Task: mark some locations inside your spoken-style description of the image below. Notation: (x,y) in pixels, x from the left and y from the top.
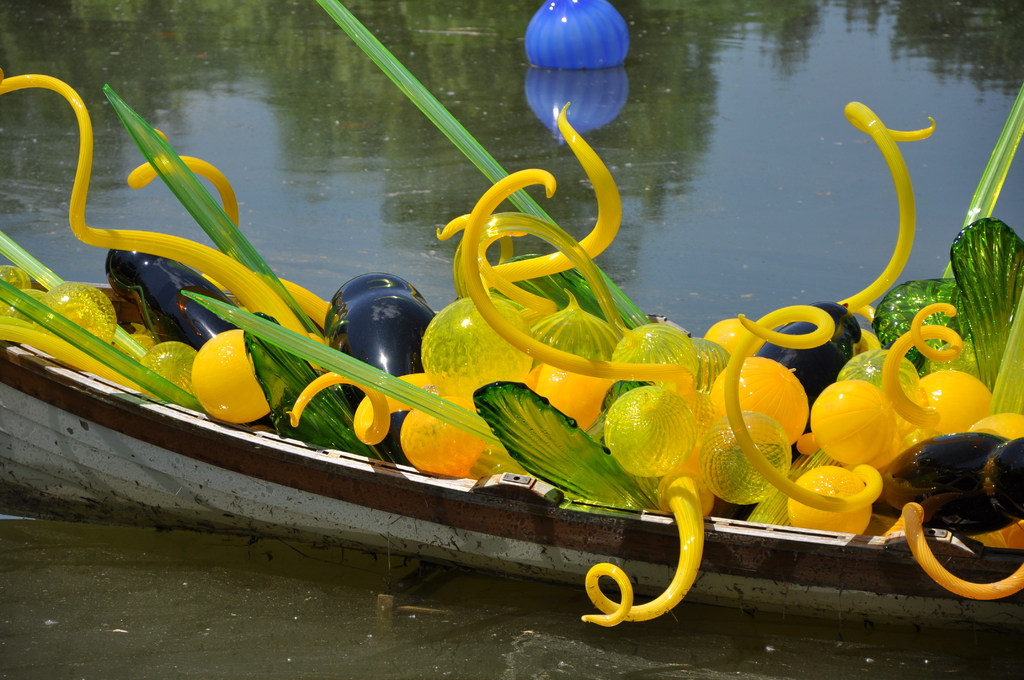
In the picture I can see a boat (539,568) which is on the water (379,567) and there are few objects (407,424) which are in different colors are placed in it.
